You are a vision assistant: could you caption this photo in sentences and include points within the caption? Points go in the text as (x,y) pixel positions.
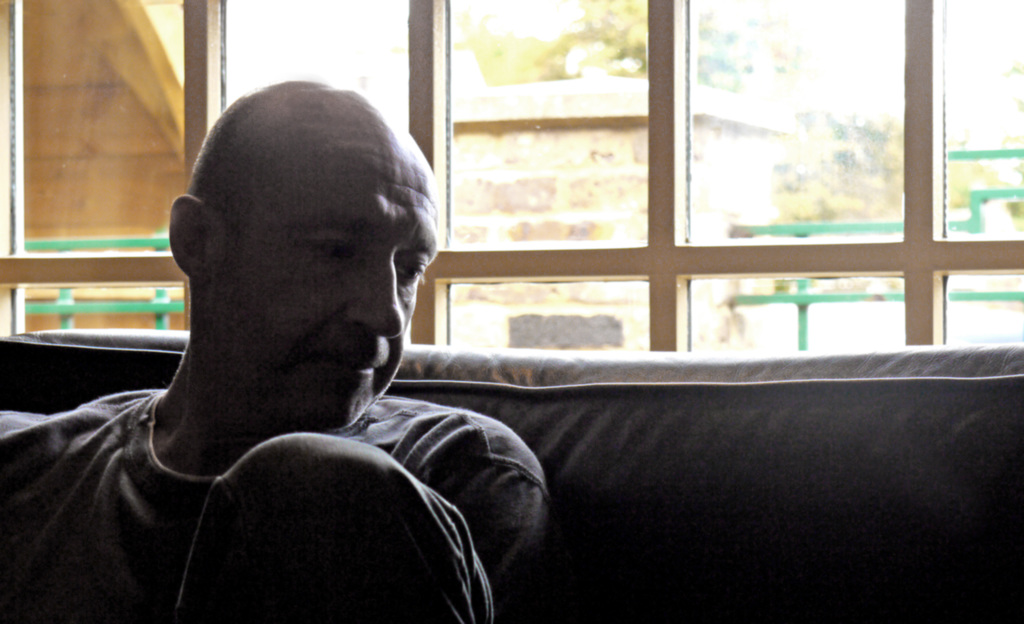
In this picture we can see a person (524,493), windows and from windows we can see a wall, trees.
